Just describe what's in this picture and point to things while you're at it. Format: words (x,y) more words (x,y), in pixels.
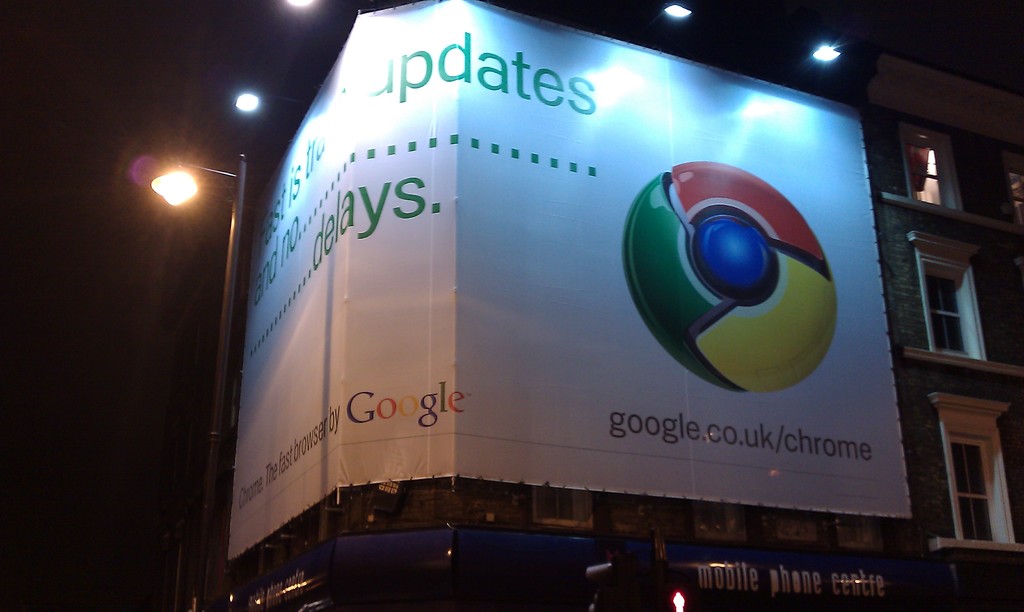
In this image, we can see a banner (535,268) with some text (333,241) and a logo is placed on the building (478,492). In the background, there are lights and we can see a pole (218,485). At the bottom (504,562), there are boards (791,586).
